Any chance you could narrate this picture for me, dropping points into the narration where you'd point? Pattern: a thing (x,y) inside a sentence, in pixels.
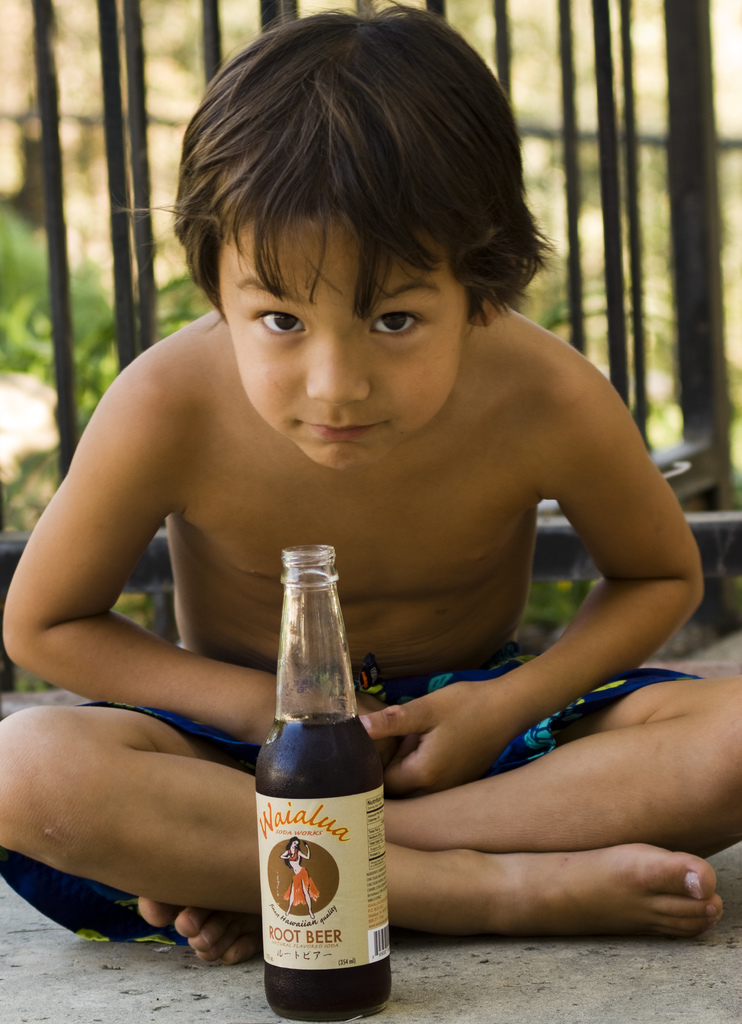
There is a kid (447,570) sitting in front of him there is a root beer bottle (316,806). Behind him there are plants (85,309) and poles (697,65).
